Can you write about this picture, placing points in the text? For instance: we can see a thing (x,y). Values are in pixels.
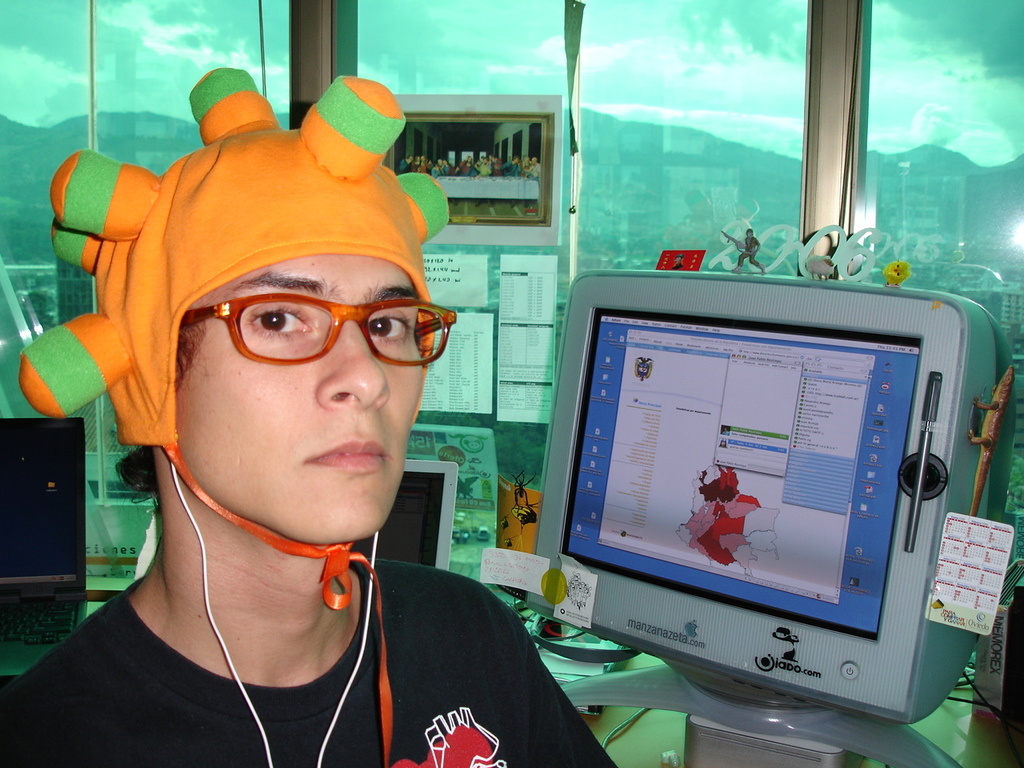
In this picture, we see the man (322,496) in the black T-shirt (345,664) is wearing the spectacles (252,304) and an orange color cap (215,255). Beside him, we see the monitor (664,444) and laptops (29,531). Behind him, we see the glass window (11,173) on which many posters (510,312) and a photo frame (449,165) are placed. From the glass window (656,169), we can see the buildings (682,189) and hills (742,176). At the top (679,83), we see the sky (625,57).
